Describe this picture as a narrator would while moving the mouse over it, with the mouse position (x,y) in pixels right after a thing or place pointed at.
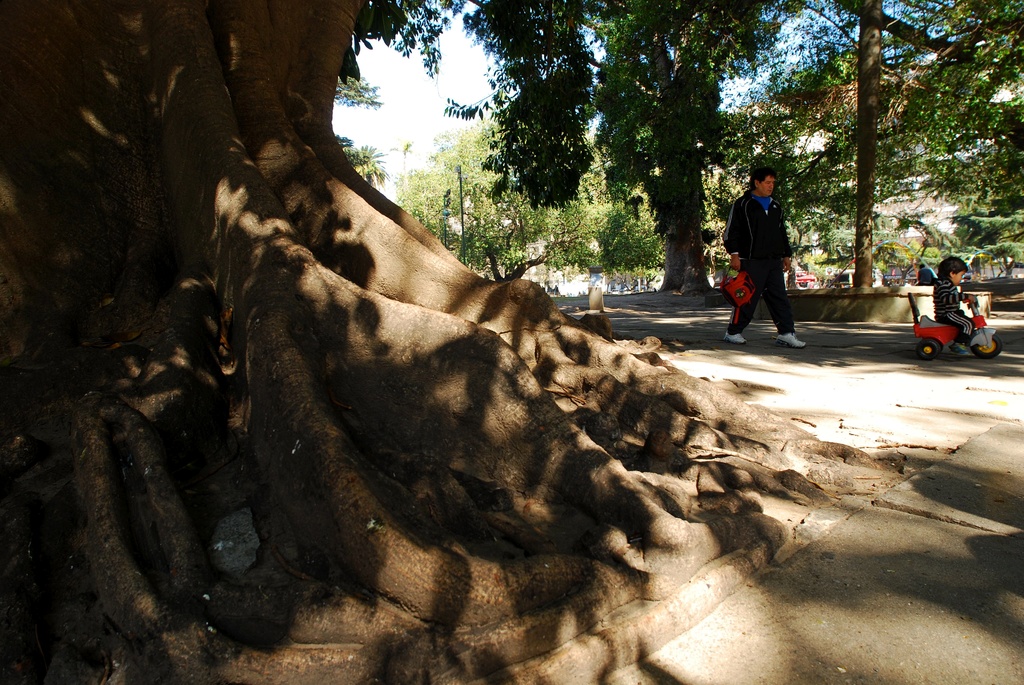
On the right side (962,325) a baby (950,309) is playing with a toy bicycle (946,330) on the road (910,359). At the back of this boy (949,296) a man (747,219) is walking. On the left side (193,411) there is a tree trunk (248,301). In the background (587,127), I can see many trees (551,117).
